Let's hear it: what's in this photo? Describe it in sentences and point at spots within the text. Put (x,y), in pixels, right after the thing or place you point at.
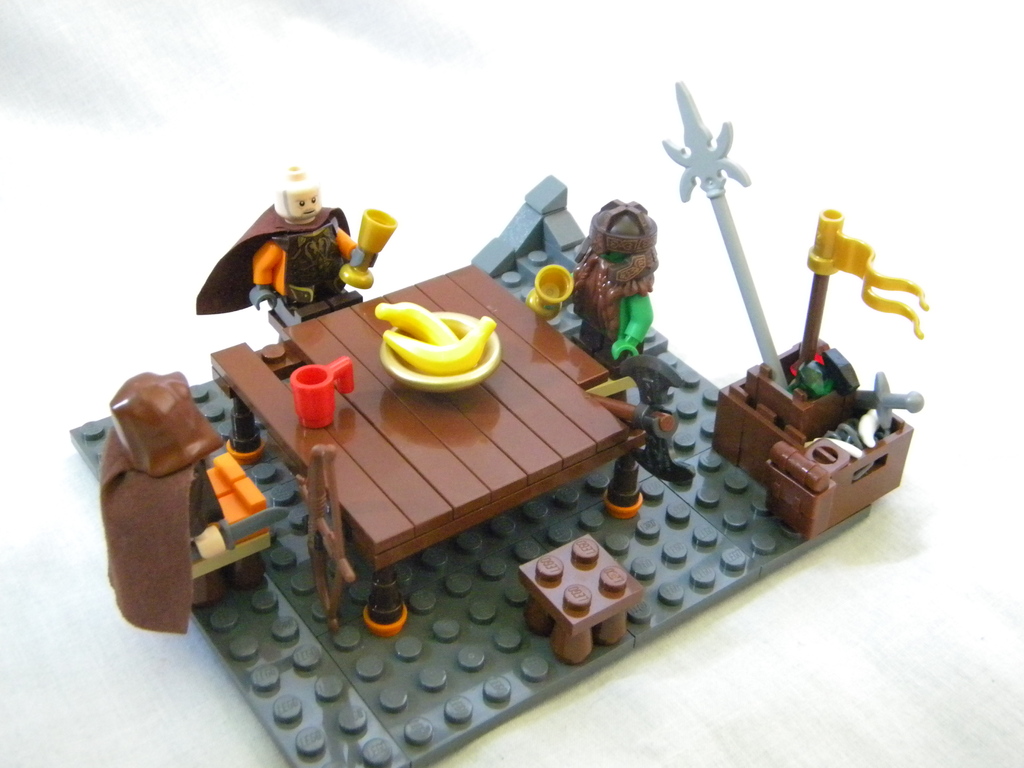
In this image there are some toys (414,415) on the building blocks (292,661) on the white surface (690,655) as we can see in the middle of this image (379,271).
